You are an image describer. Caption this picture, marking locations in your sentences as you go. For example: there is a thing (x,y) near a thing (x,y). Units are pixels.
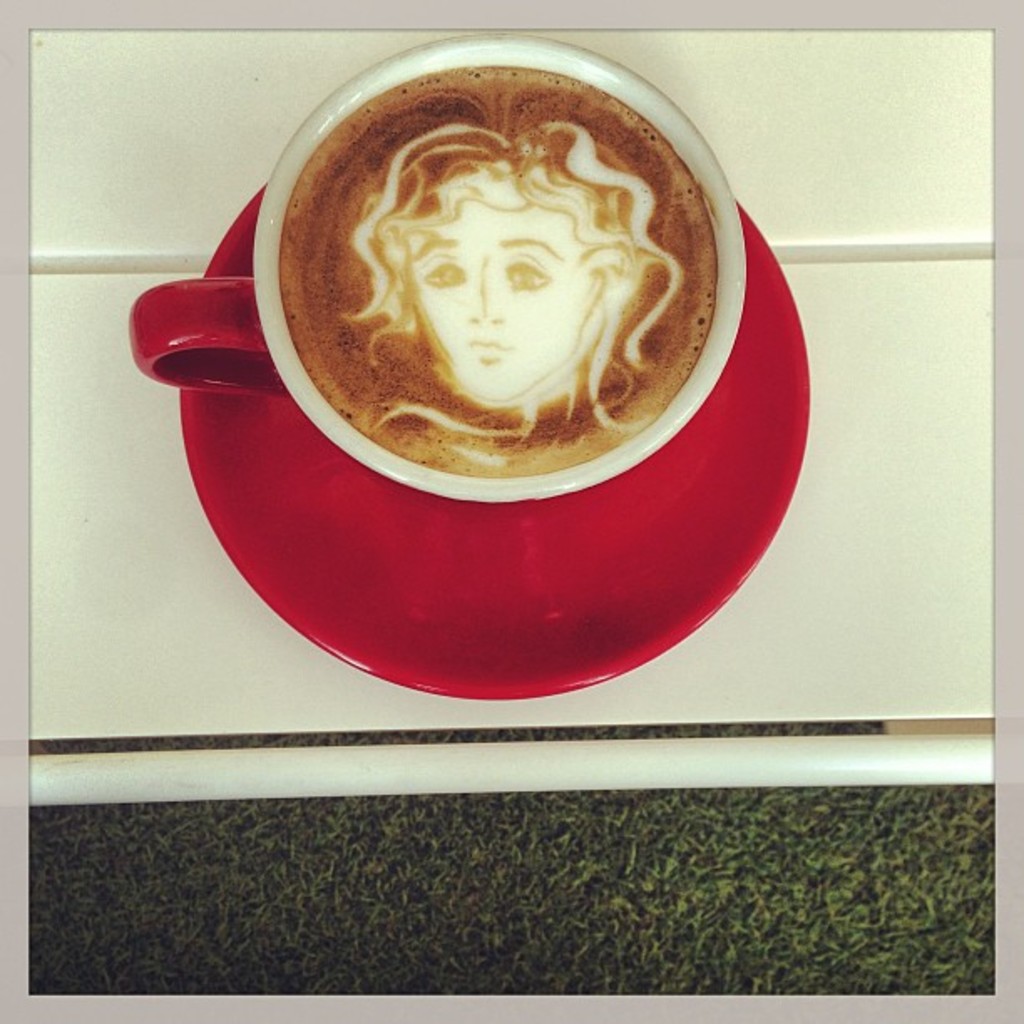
In this image I see a cup (284,382) in which there is liquid (564,239) which is of white and brown in color and it is on a saucer (332,565) which is of red in color and I see that these both are on a white surface (883,688) and I see the green surface (494,906) over here.
